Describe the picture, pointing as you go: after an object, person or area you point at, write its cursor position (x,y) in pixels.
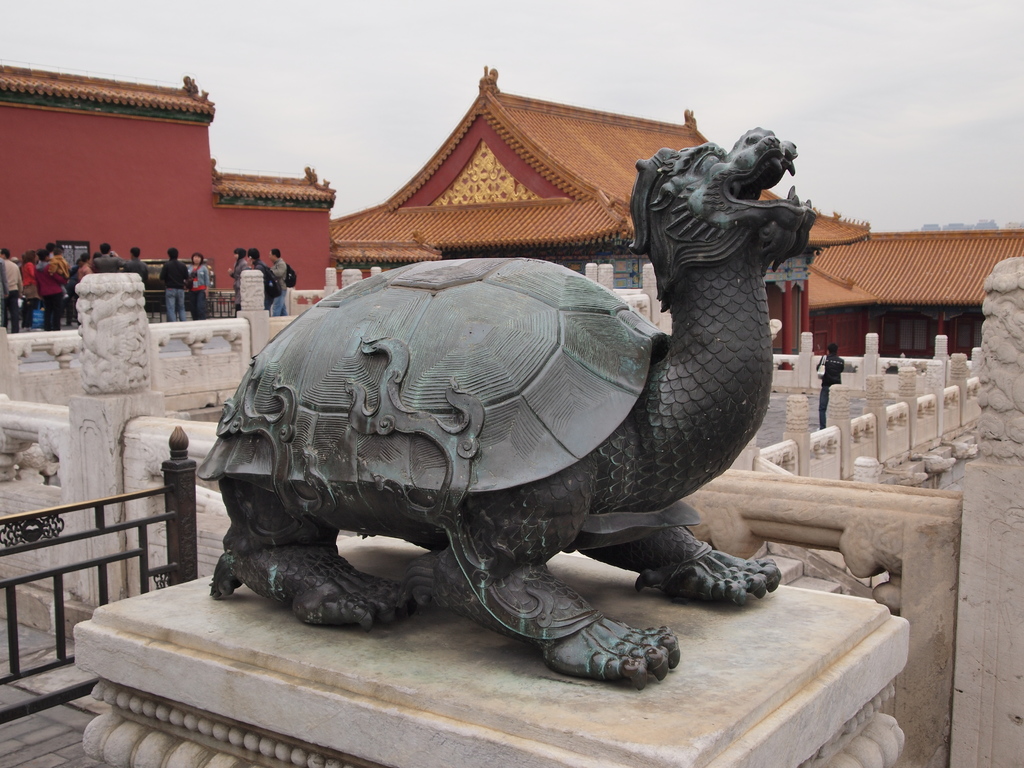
In the foreground of the image (436,420) there is a statue (431,448) of an animal (376,484). In the background of the image (414,217) there are houses (600,236). There are people (15,278) standing. There is wall (161,204). At the top of the image (318,35) there is sky (333,60). To the left side of the image (70,535) there is a railing (37,522).
